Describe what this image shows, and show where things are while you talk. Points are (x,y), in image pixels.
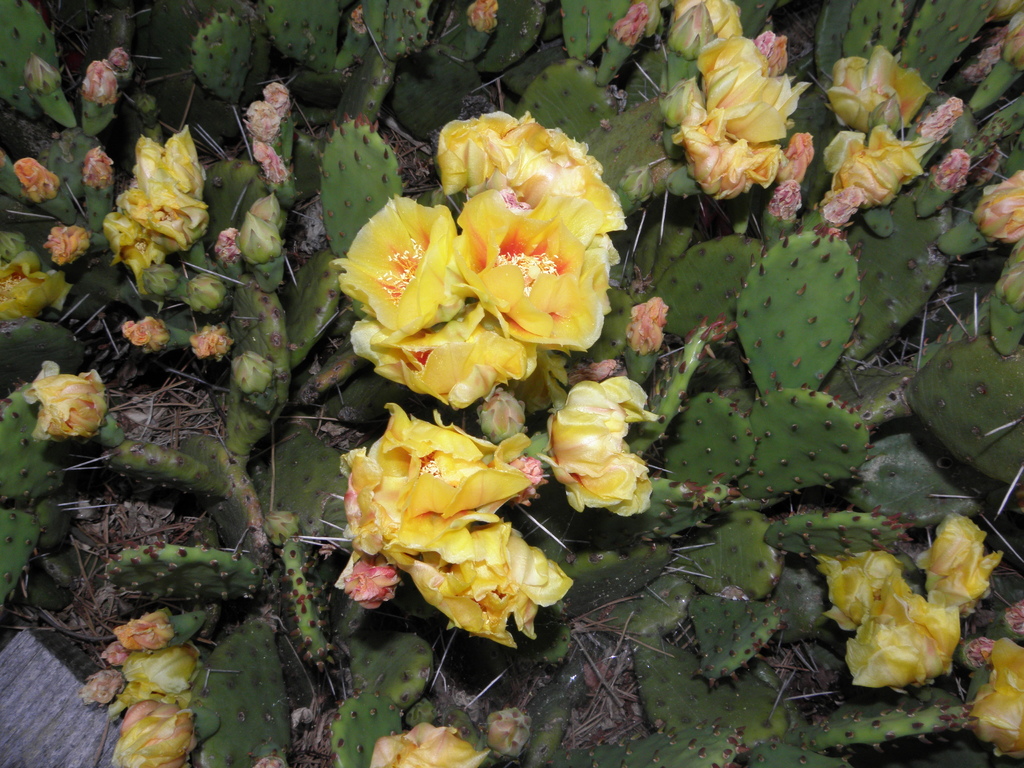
The picture consists of flowers (438,476), plants (417,393) and twigs (90,643). At the bottom left corner (36,716) there is a wooden object (65,667).
